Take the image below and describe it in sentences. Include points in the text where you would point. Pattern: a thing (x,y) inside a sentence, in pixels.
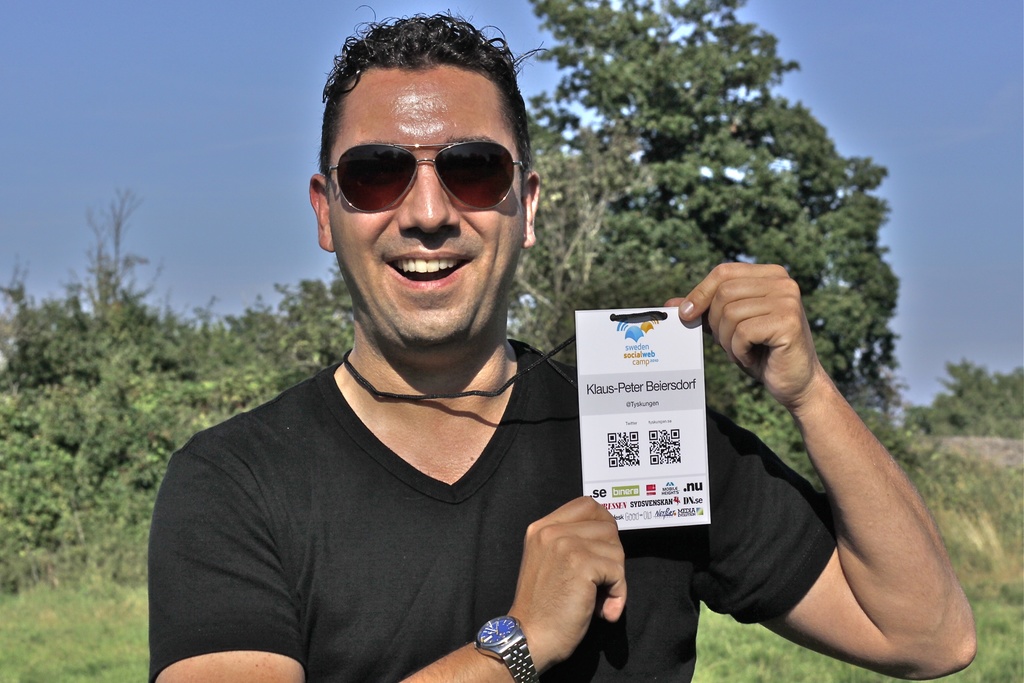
In this image we can see a person (383,366) wearing specs (357,157) and watch (520,637) is holding a tag (582,415). In the back (167,355) there are trees (565,324) and sky (929,129).
